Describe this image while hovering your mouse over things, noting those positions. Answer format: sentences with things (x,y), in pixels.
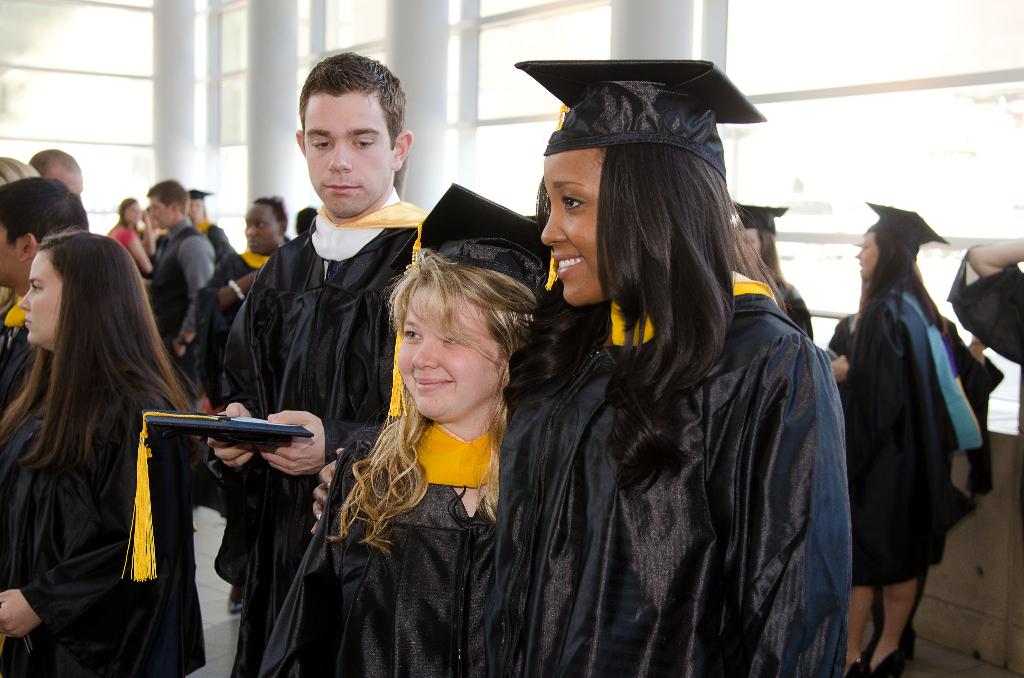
In this image there are many people (228,291) standing. They are wearing coats (246,329) and caps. In the center (581,333) there are two girls (472,355) standing and they are smiling. Behind them there are pillars (289,27). To the right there is a wall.
